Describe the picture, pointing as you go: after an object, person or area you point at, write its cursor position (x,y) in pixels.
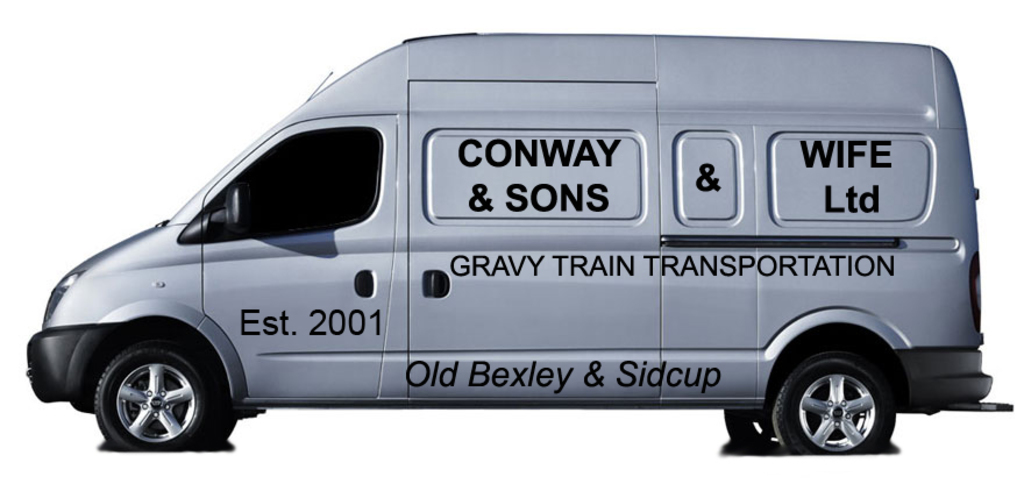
In this image we can see the vehicle (464,192) and we can also see the text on the vehicle (629,316) and the background (389,443) is in white color.
